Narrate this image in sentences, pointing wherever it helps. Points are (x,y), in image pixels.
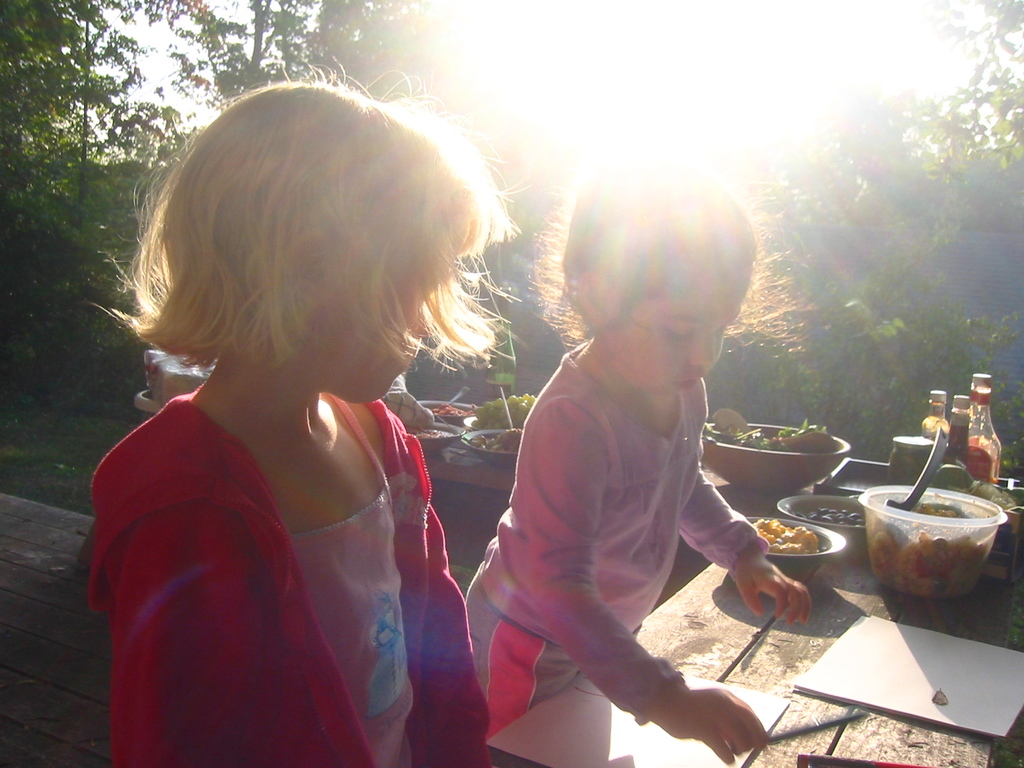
There are two children (399,457) standing. In front of them there is a table (816,616). On the table (825,565) there are plates (841,533), bowls (798,463), bottle (951,446), sauces (961,414), food items (773,535), spoon (932,465), fruits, vegetables (715,435). In the background (179,111) there are trees (173,111).
